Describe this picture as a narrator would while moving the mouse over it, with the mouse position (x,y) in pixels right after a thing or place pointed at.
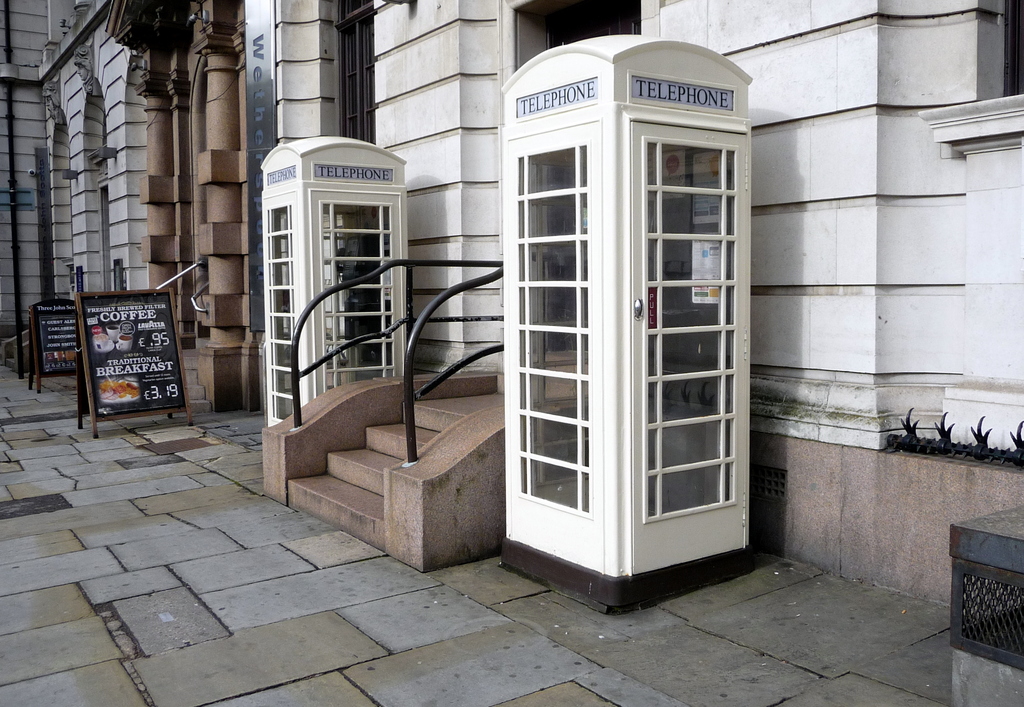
In the middle of the image (680,241) there are some telephone booths (547,206) and banners (39,226). Behind them there is a building (405,148).
